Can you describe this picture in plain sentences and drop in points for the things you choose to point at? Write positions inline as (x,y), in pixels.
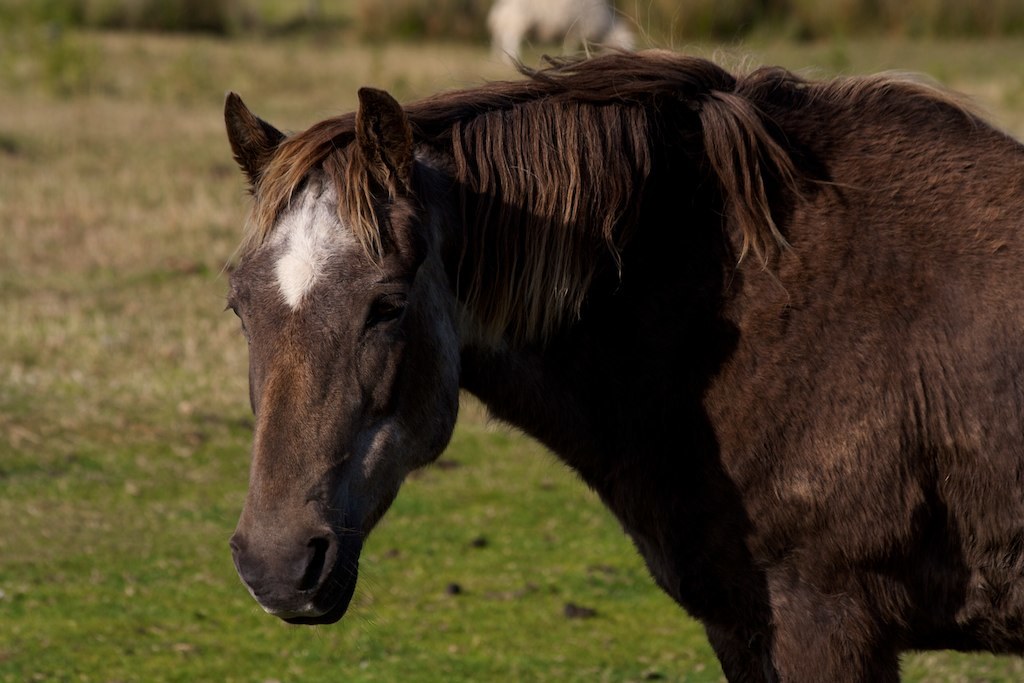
Here in this picture we can see a horse (651,376) present on the field (651,611), which is covered with grass (522,609) all over there and in the far we can see plants (346,17) and other animals (562,35) also present over there.
